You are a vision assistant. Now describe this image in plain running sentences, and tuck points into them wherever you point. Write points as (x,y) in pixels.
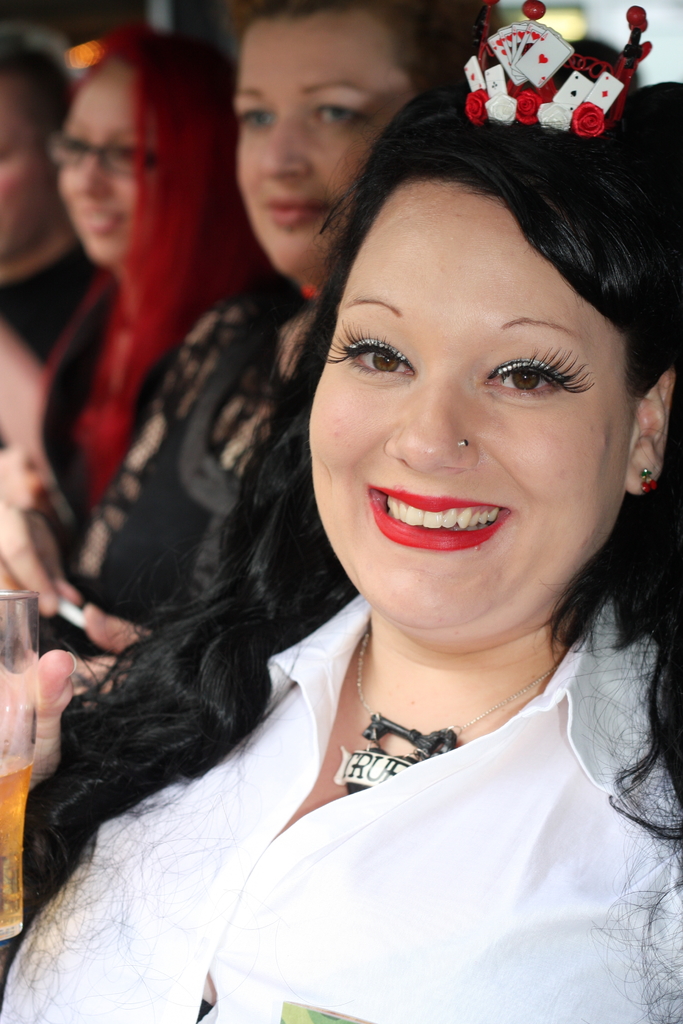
In the foreground of this image (451,904), there is a woman (447,925) in white shirt (421,916) having smile (443,525) on her face (437,536) is holding a glass (21,728) and there is a crown (562,105) on her head (546,133). In the background (346,125), there are three persons (331,113).
